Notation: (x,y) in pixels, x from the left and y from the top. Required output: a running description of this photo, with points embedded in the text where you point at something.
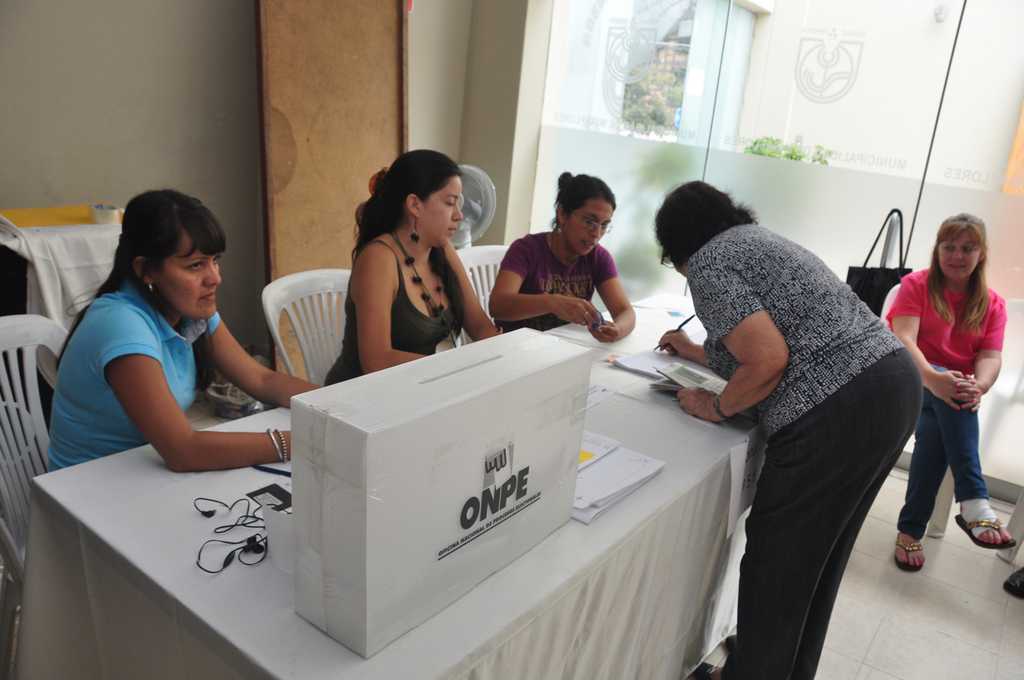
This is a picture taken in a room (430,469), there are a group of people (380,320) sitting on chairs (13,372) and a woman (789,421) is standing on the floor (851,606) in front of these people (121,411) there is a table (611,601) covered with a white cloth (620,594) on the table (456,622) there are earphones (242,520), box (482,484), papers (600,468) and pen (677,330). Behind the people (846,311) there is a wall (217,140) and glass window (746,98).
